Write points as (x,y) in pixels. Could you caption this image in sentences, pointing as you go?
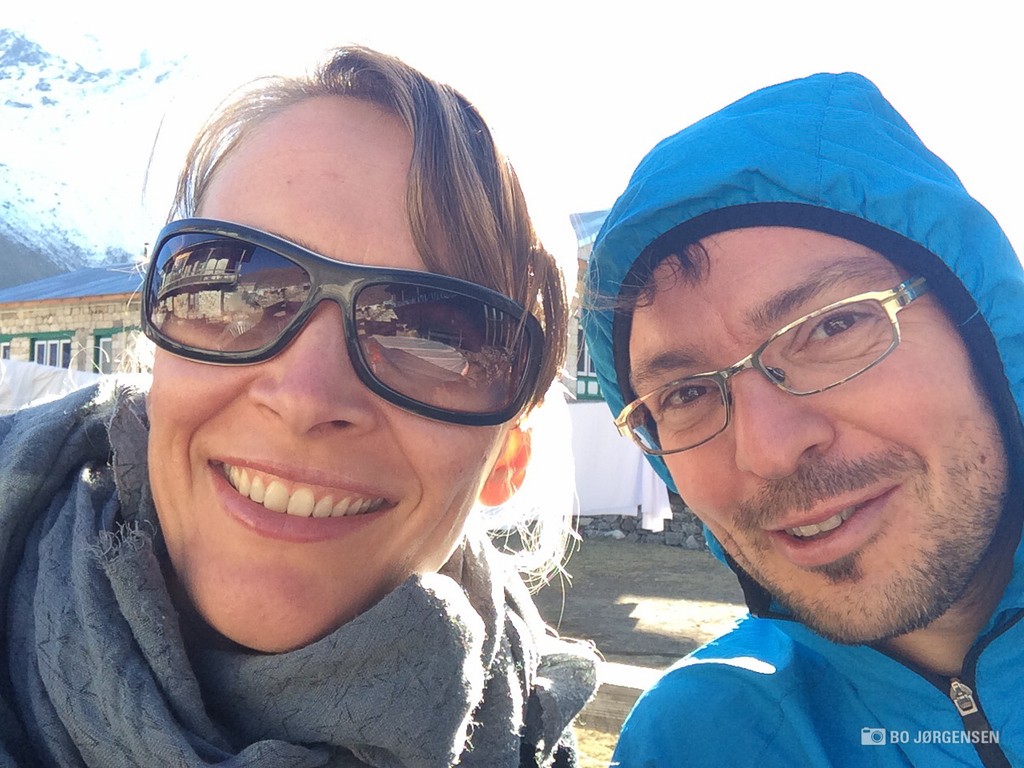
In this image I can see a woman (140,505) and a man (1016,358). I can see smile (369,526) on their faces (894,452) and I can see he is wearing specs (719,431) and she is wearing shades (412,333). In the background (36,354) I can see buildings (42,340) and shadow (624,581).
